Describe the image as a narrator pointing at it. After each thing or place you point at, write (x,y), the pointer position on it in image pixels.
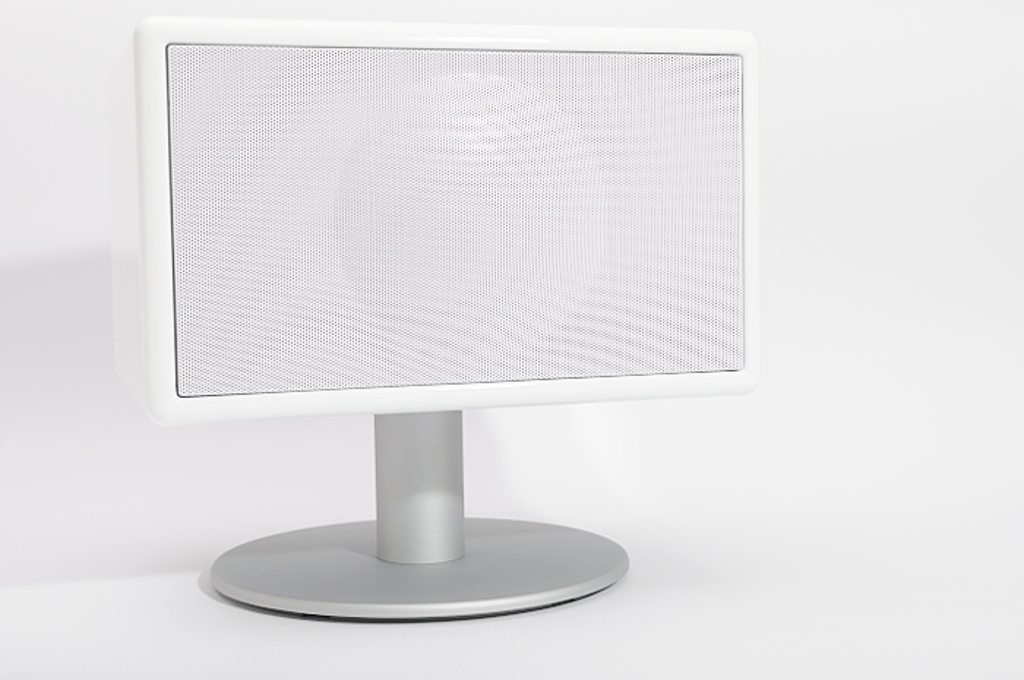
In this image there is a white color speaker (441,323) and there is a white color background (998,283).
